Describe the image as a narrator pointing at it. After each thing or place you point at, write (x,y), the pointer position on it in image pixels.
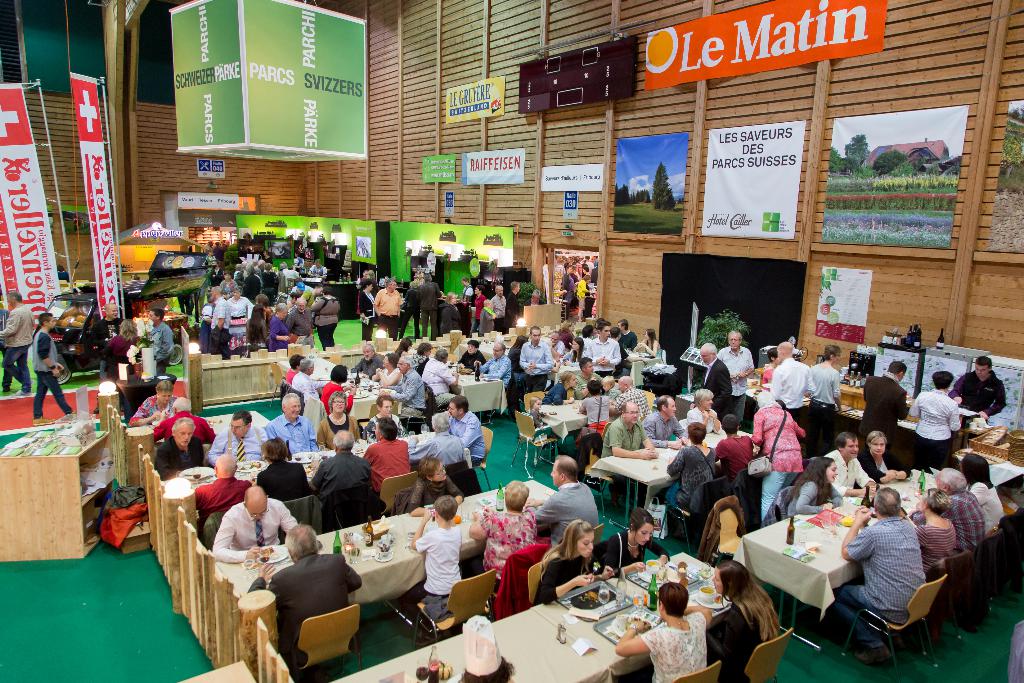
In this picture we can see there are groups of people (325,387). Some people (224,507) are sitting on chairs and some people (241,301) are standing on the floor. In front of the sitting people (341,463) there are tables (540,650) and on the tables (572,632) there are bottles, drinking glasses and some objects (573,614). On the left side of the image (34,474) there is a wooden object (18,478) and banners (32,205). Behind the people (256,314) there is a plant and some objects (297,240). There are boards (675,178) and banners (635,146) attached to the wall (383,135).
